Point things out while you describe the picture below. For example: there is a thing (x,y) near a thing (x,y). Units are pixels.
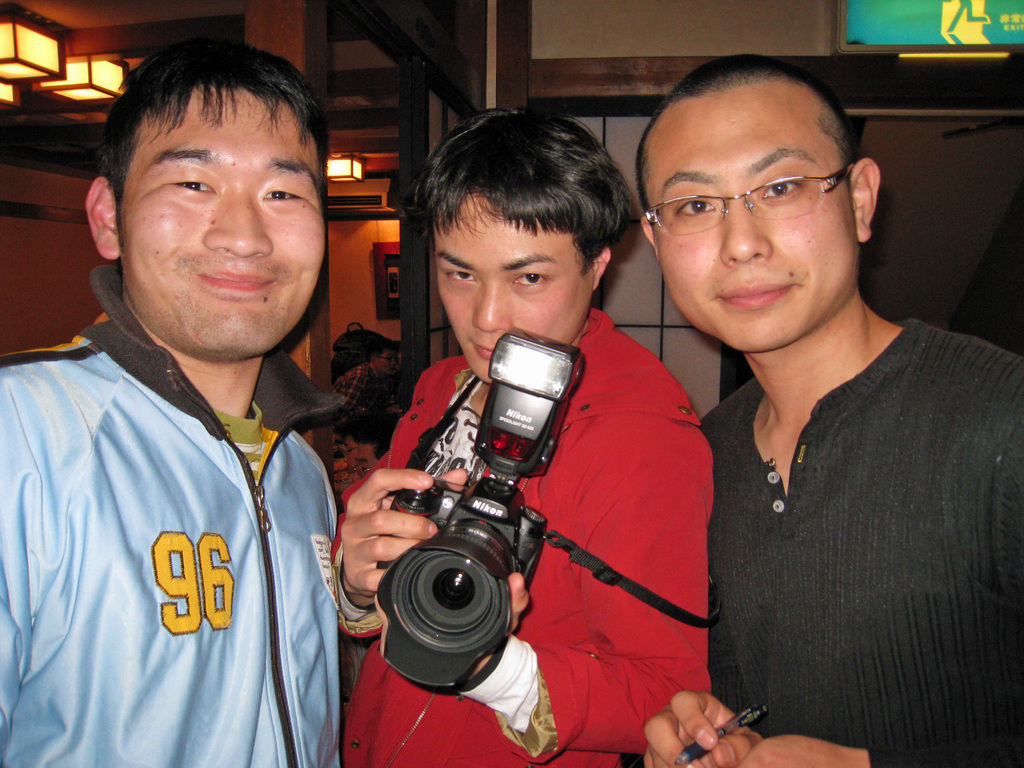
In this picture there are three people (711,194) those who are standing at the center of the image (628,345), the person (561,644) who is standing in between two people (314,659), he is holding the camera (447,407) in his hands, and there are lights (109,64) above the ceiling (108,47), and there is a window (633,252) at the right side of the image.
